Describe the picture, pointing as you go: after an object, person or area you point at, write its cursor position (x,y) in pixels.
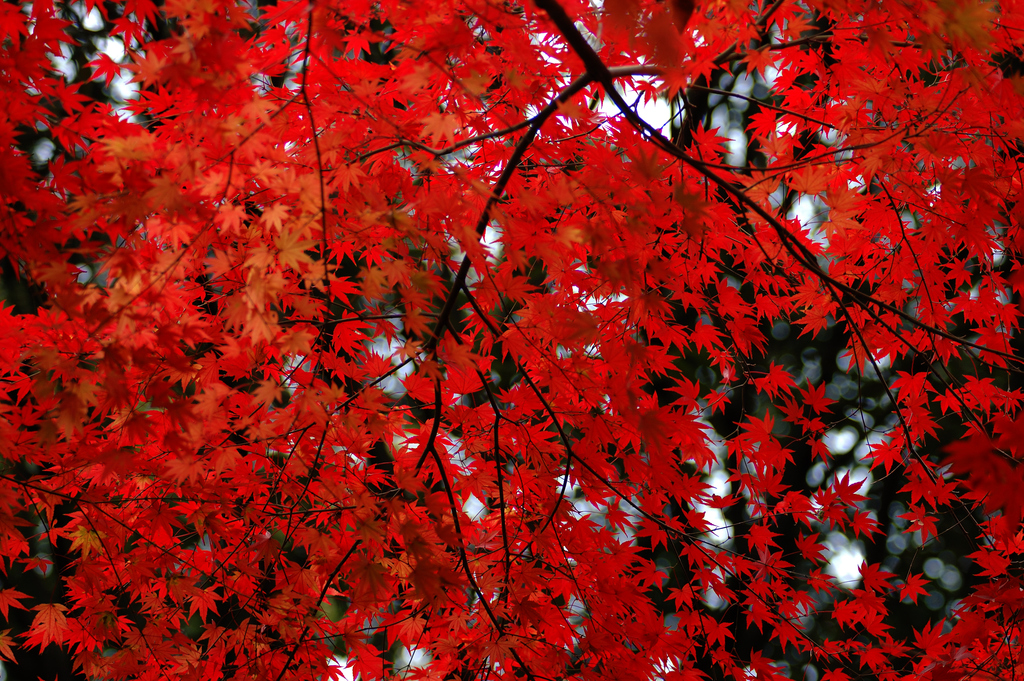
In this image, I can see a tree (356,543) with red maple leaves (395,410). There is a blurred background (383,392).
